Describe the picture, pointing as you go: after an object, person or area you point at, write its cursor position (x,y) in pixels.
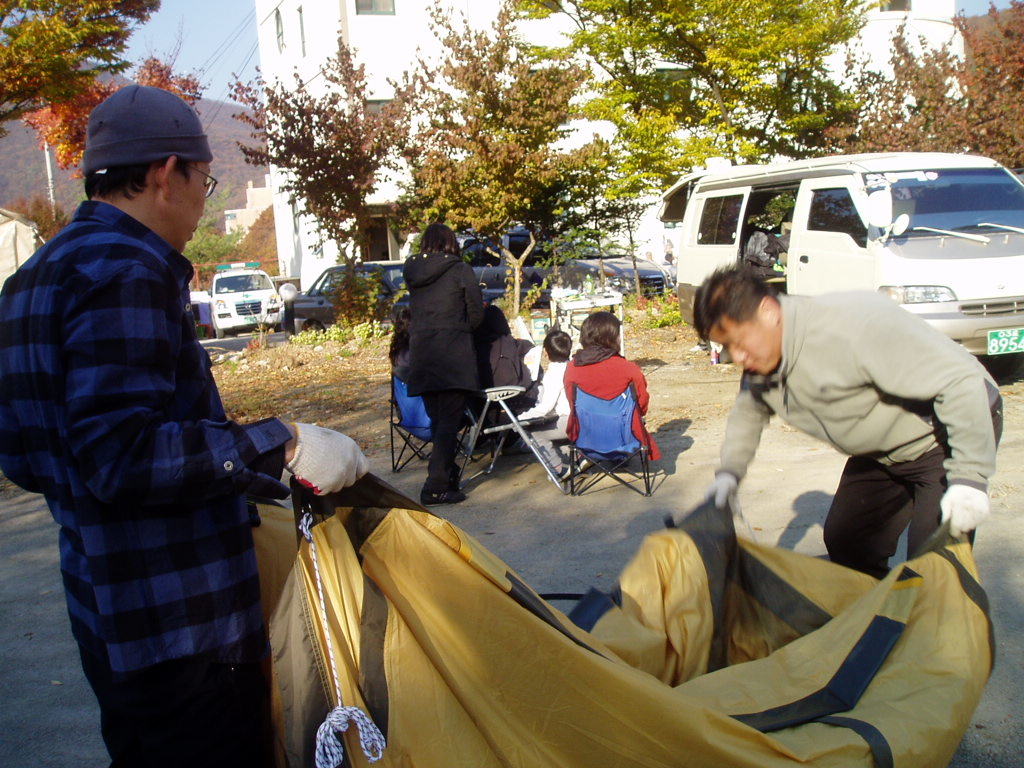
In this picture, we can see a few people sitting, a few are standing and a few are holding some objects (760,554), and we can see the ground (523,501), chairs (520,388), a few vehicles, poles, wires (210,58), trees (353,129), mountain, building (303,4), and the sky (202,87).
